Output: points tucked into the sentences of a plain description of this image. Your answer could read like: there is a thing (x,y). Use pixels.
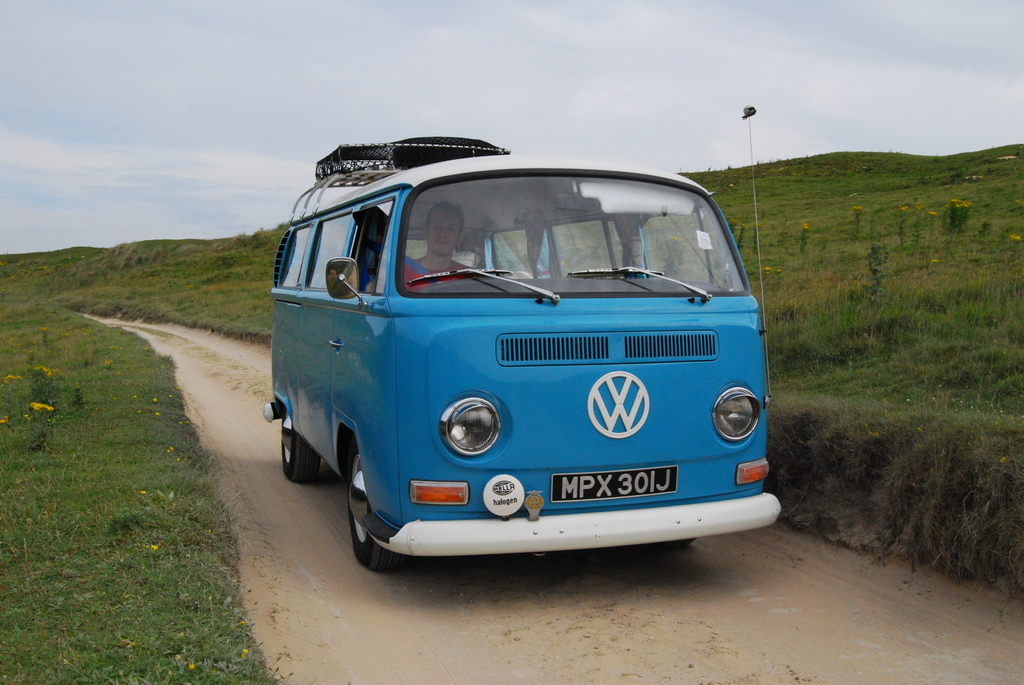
In this image there is a car (428,371) moving on the road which is blue in colour with the person (450,270) inside it. In the background (807,207) there are plants (214,260) and there is grass (117,532) on the ground (781,436) and the sky (305,96) is cloudy.
